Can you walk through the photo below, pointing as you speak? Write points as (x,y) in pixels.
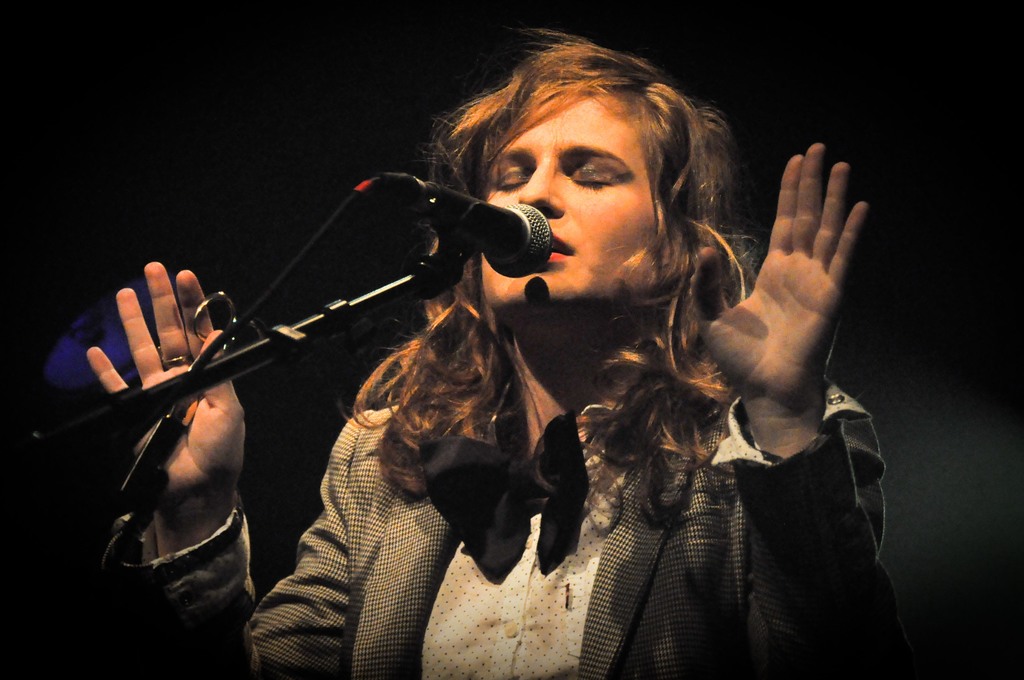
In this image in the center (484,327) there is one woman (574,285) who is singing, and in front of her there is mike (511,263) and there is a black background (44,440).
